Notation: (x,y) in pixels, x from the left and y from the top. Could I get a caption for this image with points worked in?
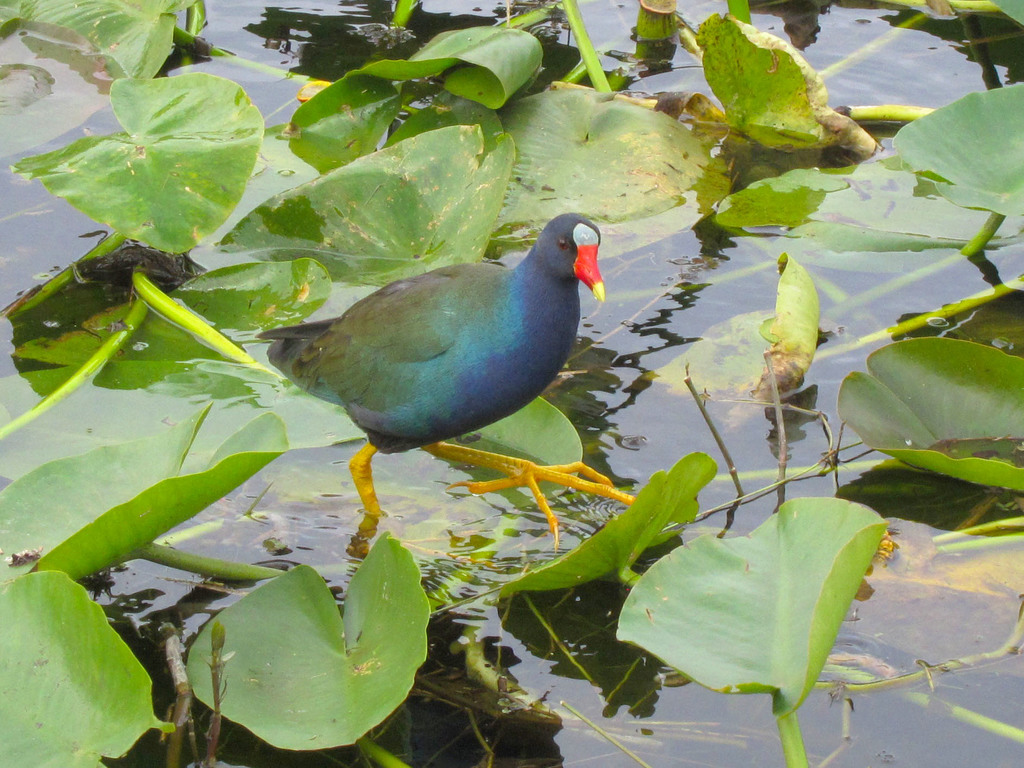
In the picture I can see a bird (573,256) in the water (510,257) and I can see the green leaves (129,139) floating on the water (267,91).
